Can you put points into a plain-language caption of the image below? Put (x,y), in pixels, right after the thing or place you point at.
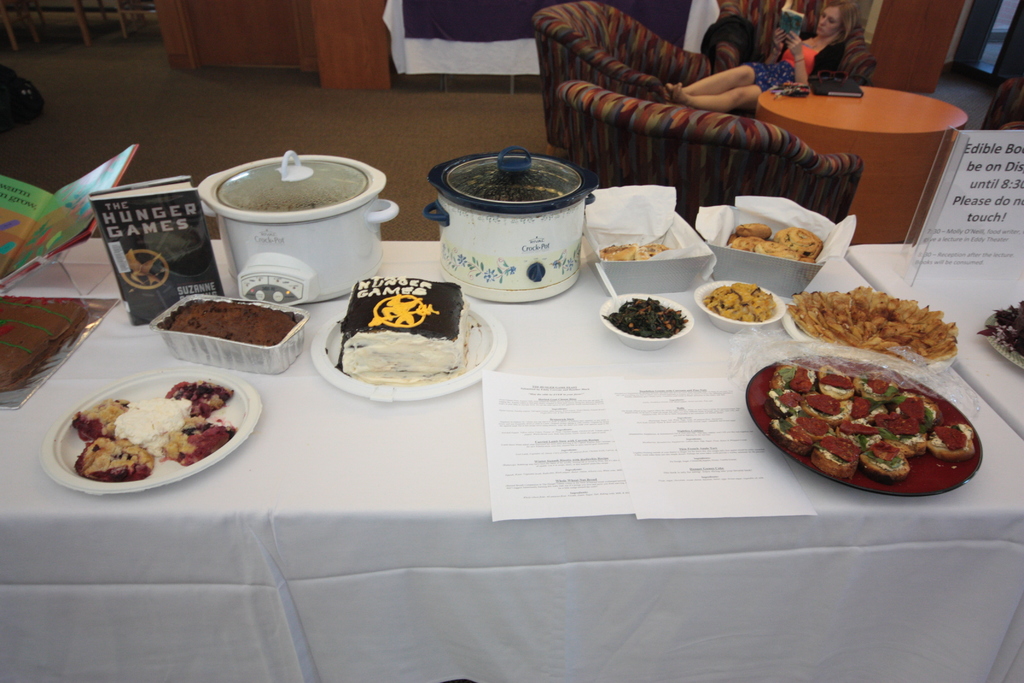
In this picture we can see books (87,219), bowls (669,304), plates (461,328) with food items (1012,315) on it, papers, name board (935,206), white clothes (648,363) and these all are placed on tables (961,302) and a woman (818,54) holding a book (791,26) with her hands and sitting on a chair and some objects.
